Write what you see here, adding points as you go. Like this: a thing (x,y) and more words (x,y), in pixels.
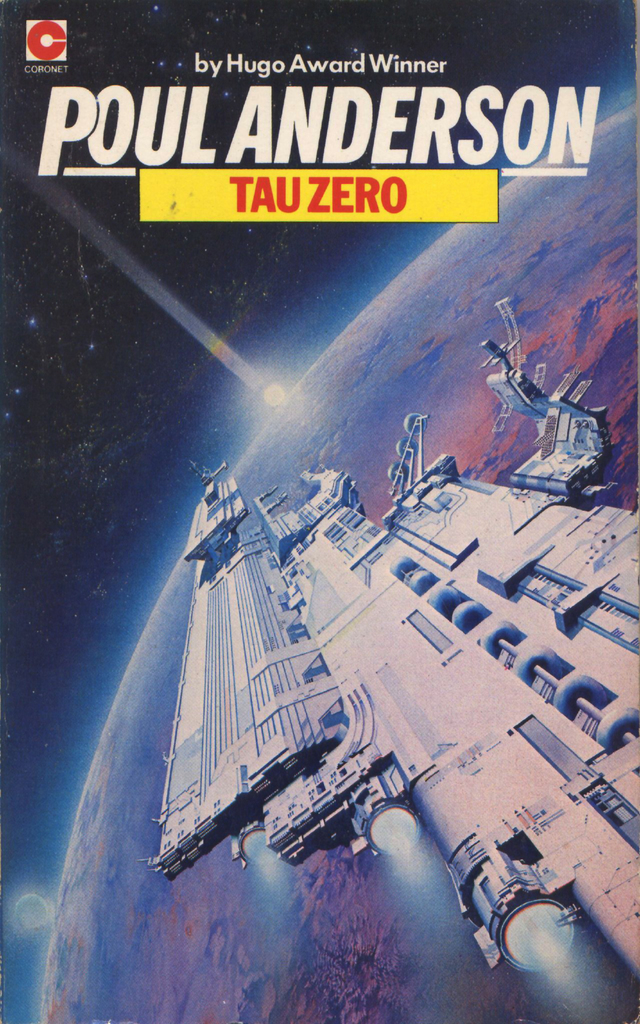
In this image we can see a poster (375,606), it looks like a satellite (611,517), there is a planet (604,264), there is a light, there is some matter (302,120) written on the top (357,89).
